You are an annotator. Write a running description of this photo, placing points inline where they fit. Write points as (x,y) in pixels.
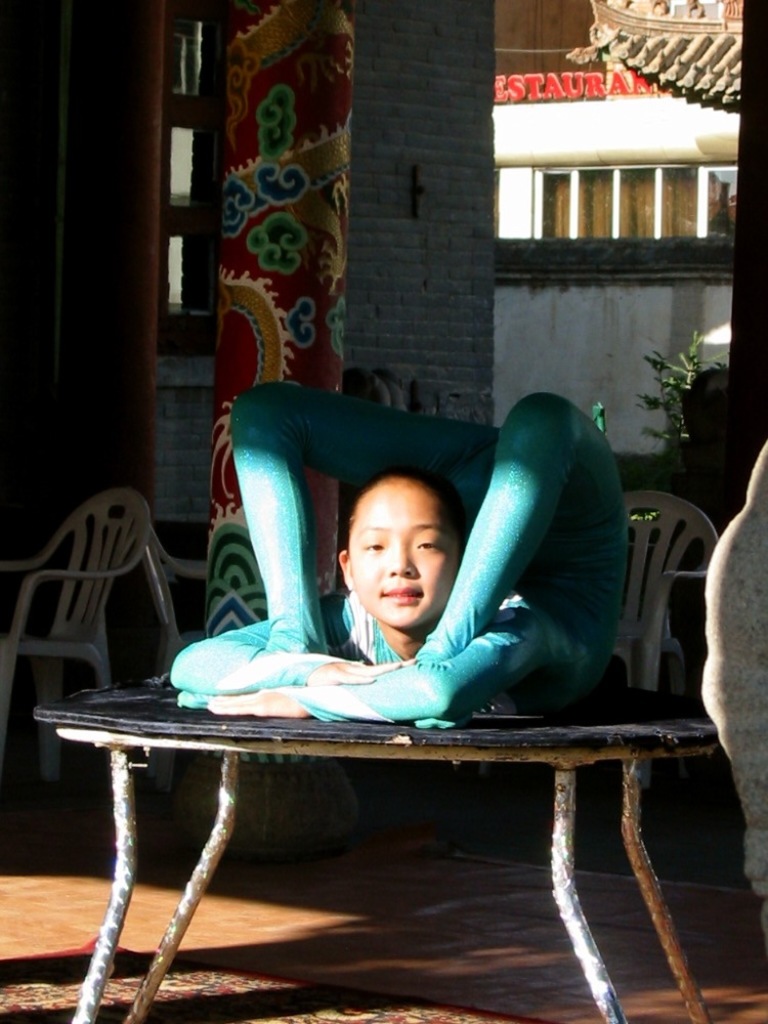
In this image a woman (346,704) sit on the table (418,739) and bend her legs (474,569) to forward and there are the chairs (665,530) on right side (656,572) and there is a building (589,161) and there is a some text (513,88) written on the building (517,117). And there is chair (131,563) on left side (37,653) and there is a beam (279,185) with colorful back side of the woman (270,565). And she is smiling.
